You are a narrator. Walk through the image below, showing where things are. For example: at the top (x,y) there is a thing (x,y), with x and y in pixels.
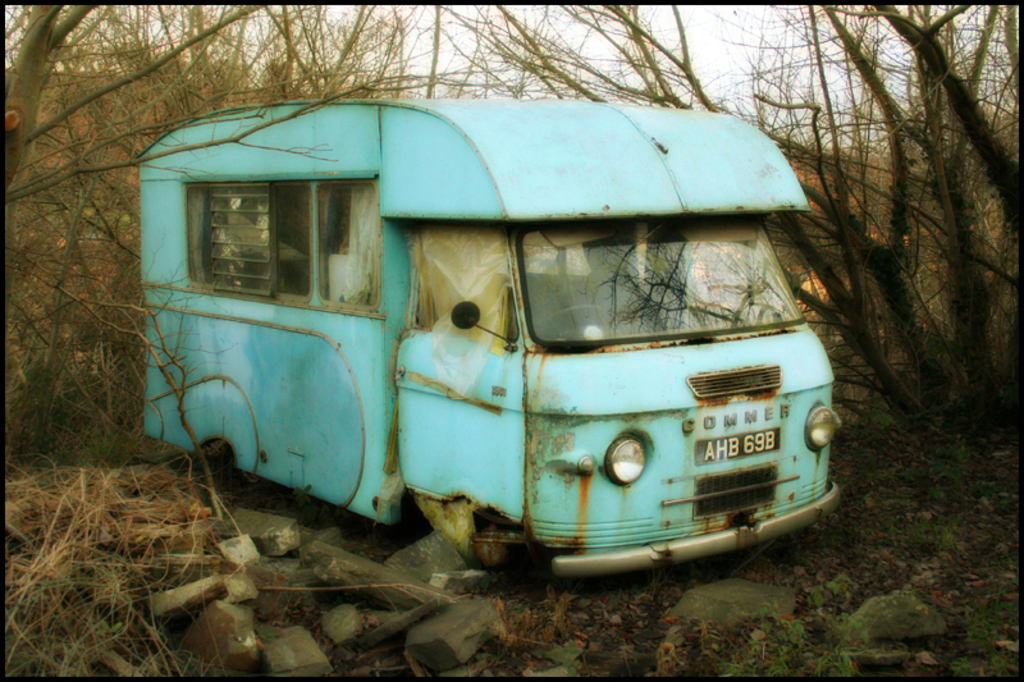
In the middle (365,453) I can see a vehicle (527,499) on the ground (585,649), grass (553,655) and stones (469,586). In the background (134,123) I can see trees (124,106) and the sky (767,50). This image looks like a photo frame.
